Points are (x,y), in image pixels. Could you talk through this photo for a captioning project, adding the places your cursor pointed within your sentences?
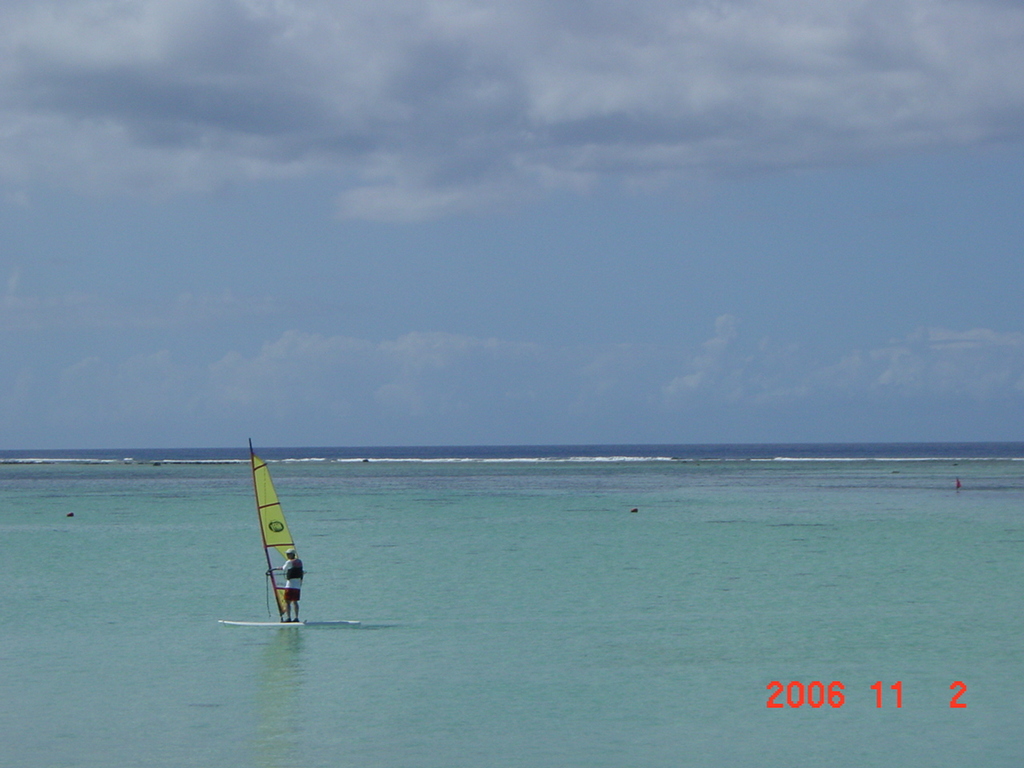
In this picture I can see the water (251,641) and I see a windsurfing board (313,624) on which there is a person (293,575) who is standing. In the background (211,256) I see the sky (659,225) which is a bit cloudy. On the right bottom corner of this image (813,703) I see the watermark (873,690).
